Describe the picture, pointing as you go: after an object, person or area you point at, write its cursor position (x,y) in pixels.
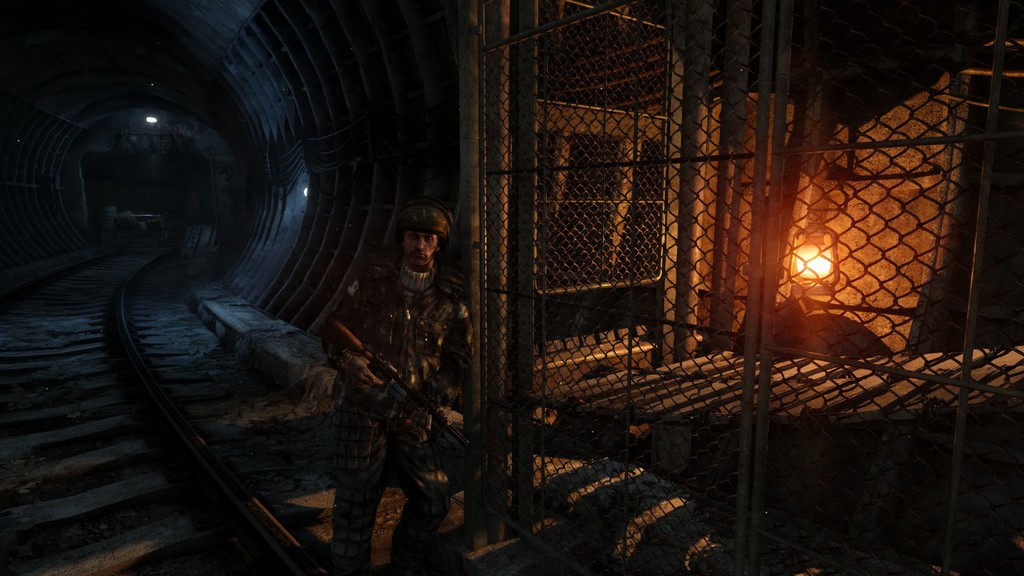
In this image, we can see a person (383,384) holding an object (347,338) is standing. We can see the track (150,464) and the tunnel (10,220). We can also see the fence (925,229) and a lantern (821,273). We can see the ground (876,557) and some objects (827,338).
